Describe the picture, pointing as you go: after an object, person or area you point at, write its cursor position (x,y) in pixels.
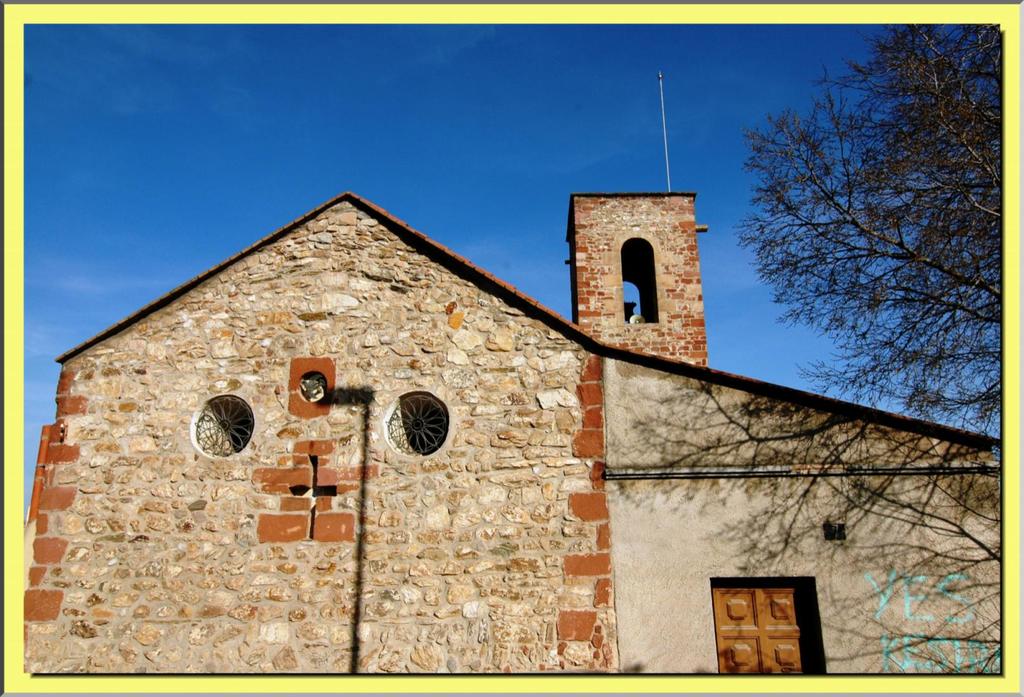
In this picture we can see a house (172,350), door (760,645), trees (938,98) and in the background (197,109) we can see the sky (522,282).
